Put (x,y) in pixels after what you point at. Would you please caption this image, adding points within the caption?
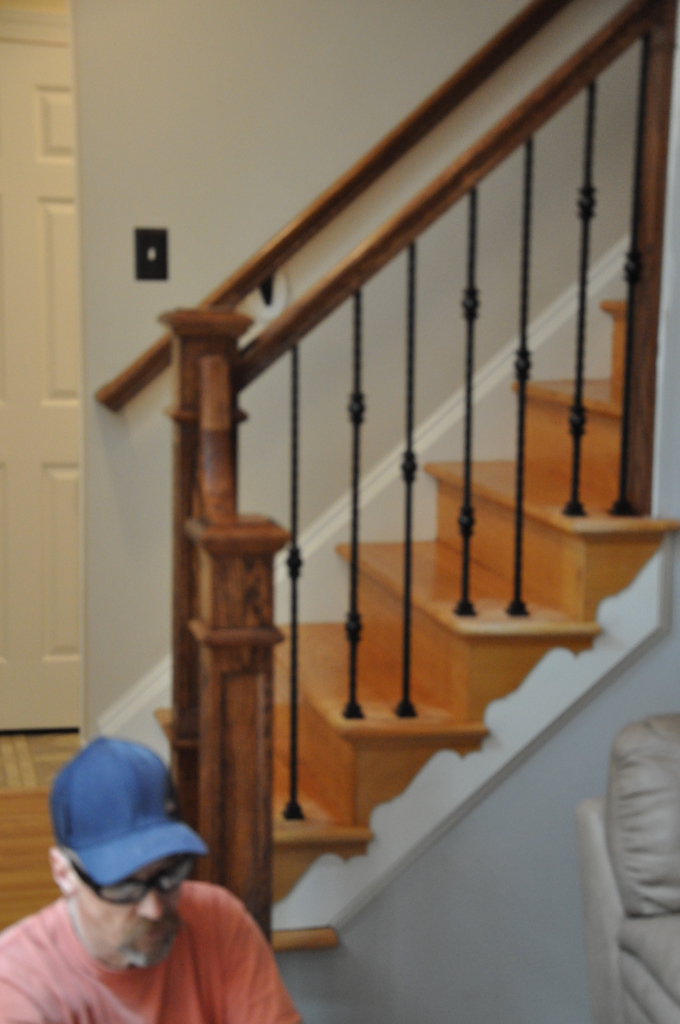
In this image we can see a person (161,869) sitting, and he is wearing a cap (133,846), beside him there is a couch (600,857), we can also see a staircase (443,562), there is a door (76,312) and a switch (143,247).
